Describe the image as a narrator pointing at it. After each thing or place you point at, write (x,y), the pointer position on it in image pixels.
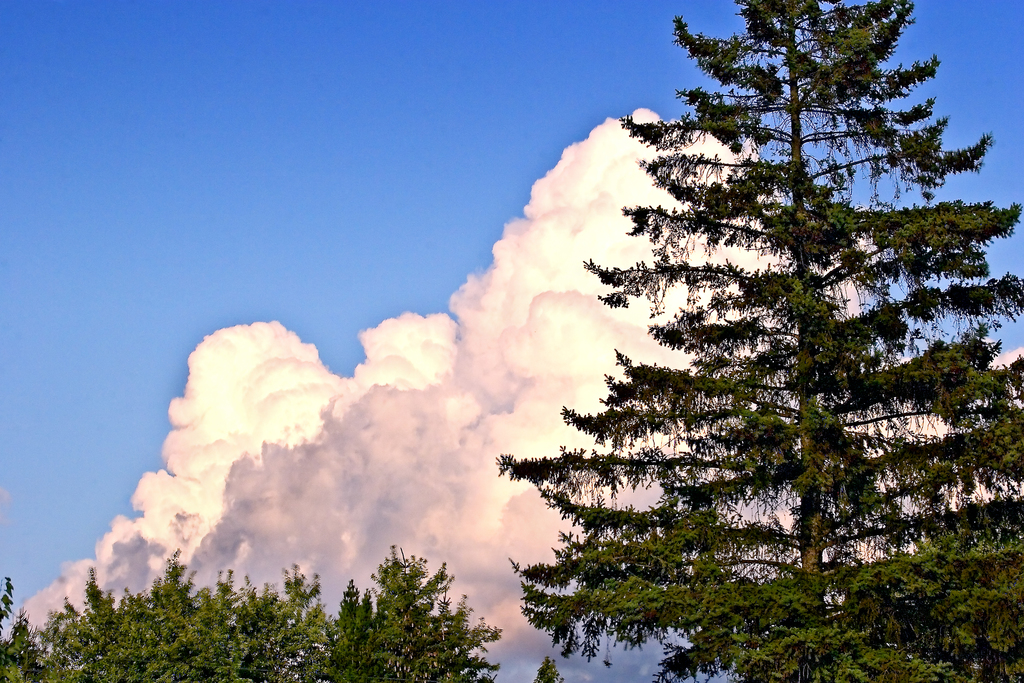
In this image we can see trees (905,614), sky (381,210) and clouds (191,519).
